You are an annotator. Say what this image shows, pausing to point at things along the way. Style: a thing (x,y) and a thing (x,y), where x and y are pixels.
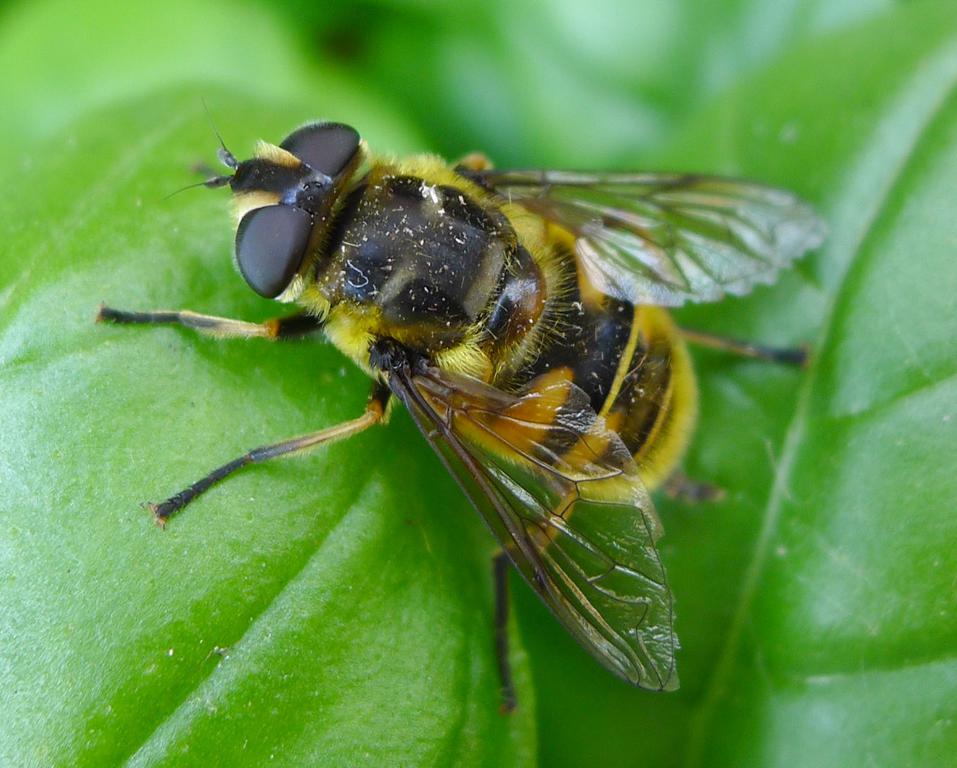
It is a hoverfly (483,217) on the leaf (423,482).
